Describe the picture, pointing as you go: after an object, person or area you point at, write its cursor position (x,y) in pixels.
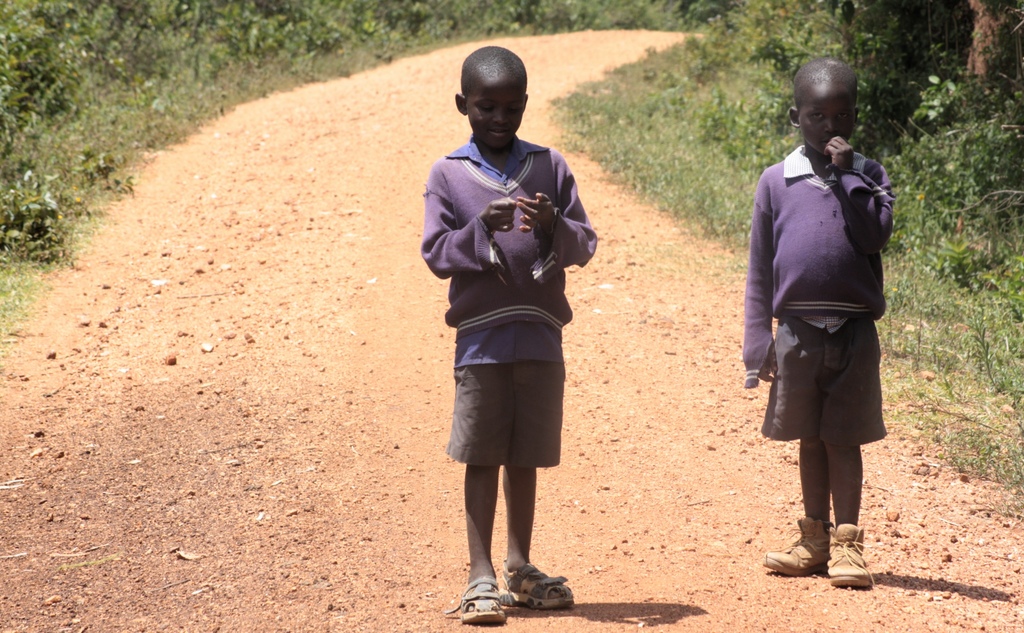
In this image, we can see kids (793,221) wearing clothes (757,255). There is a road (321,227) in between plants (610,78).
